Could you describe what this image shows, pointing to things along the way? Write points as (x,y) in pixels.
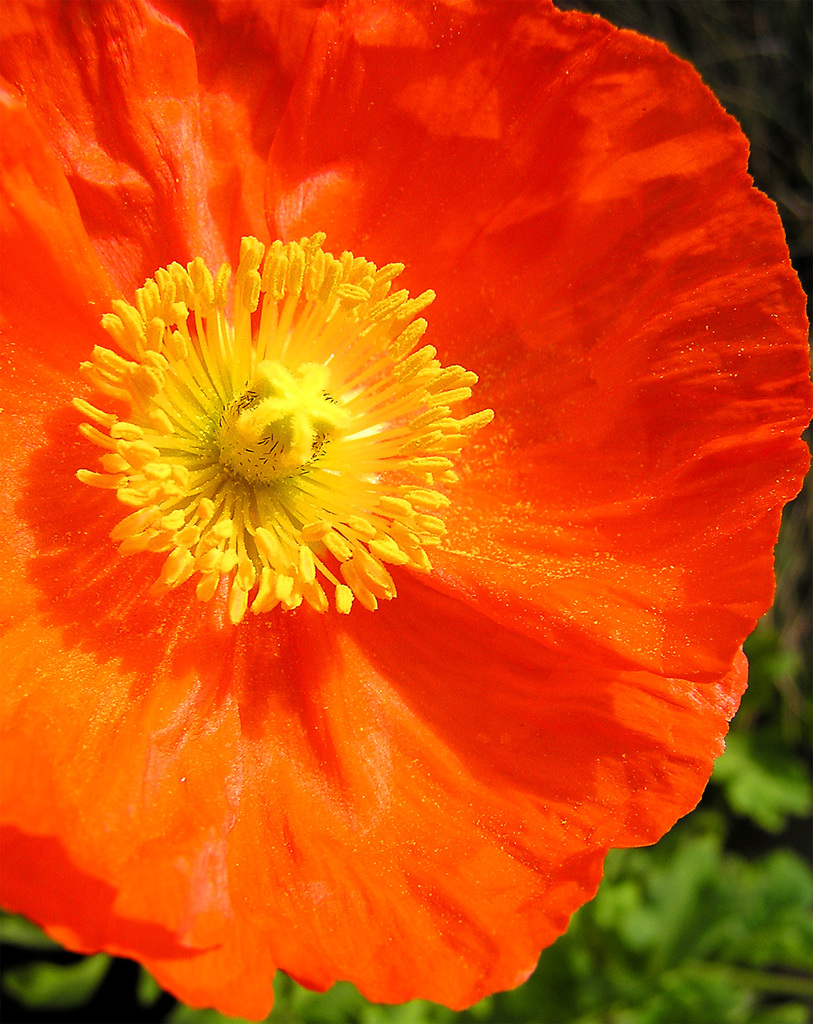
In this image we can see a flower (356,625). The background of the image (776,960) is blurred.
